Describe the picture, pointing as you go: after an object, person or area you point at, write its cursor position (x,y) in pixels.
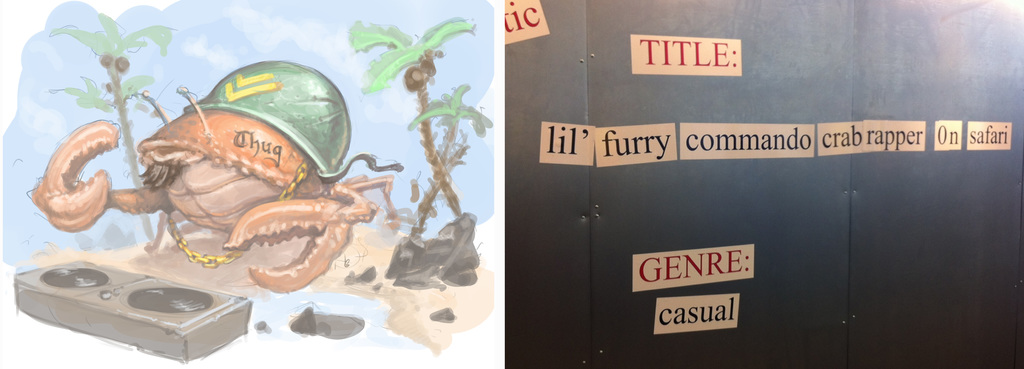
Here this is a collage image, in which on the left side (286,21) we can see a picture (246,201) of a crab (211,164) printed and we can also see trees (109,91) beside it and on the right side (842,171) we can see some text (731,145) pasted on the wall (649,245).
